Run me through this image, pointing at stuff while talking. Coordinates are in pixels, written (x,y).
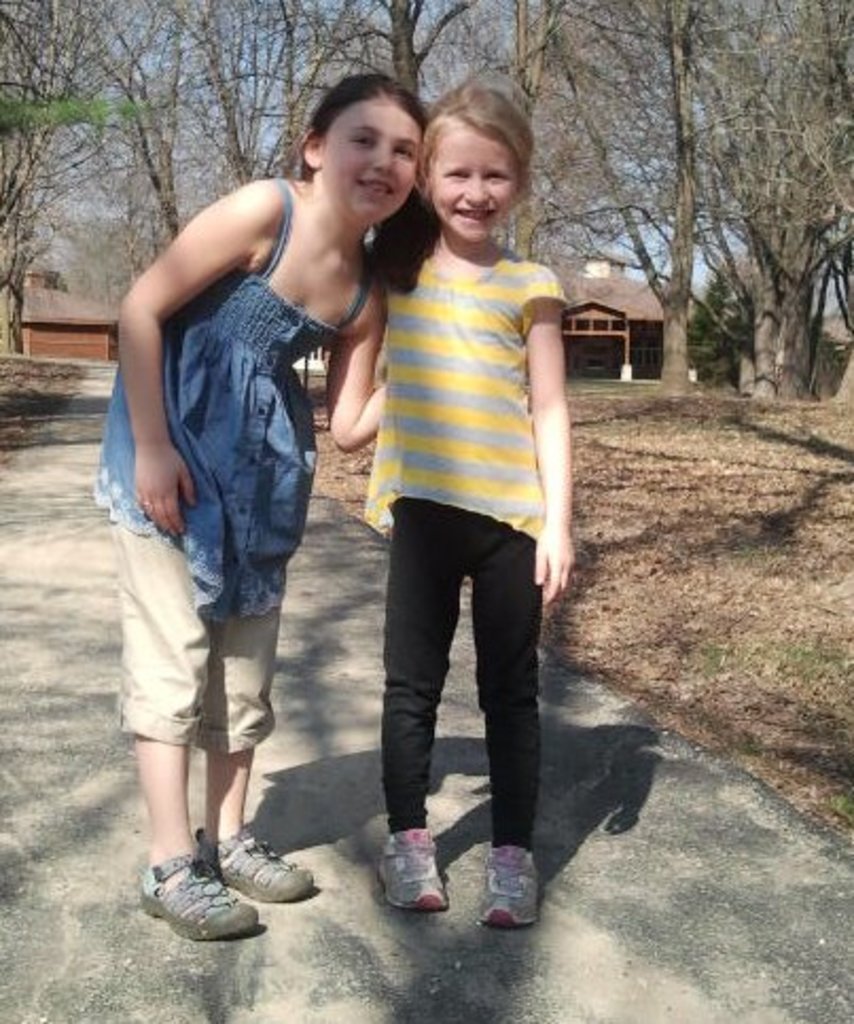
In this image I can see two kids (421,458). In the background (822,239) I can see some buildings (586,325) and trees (567,88).
